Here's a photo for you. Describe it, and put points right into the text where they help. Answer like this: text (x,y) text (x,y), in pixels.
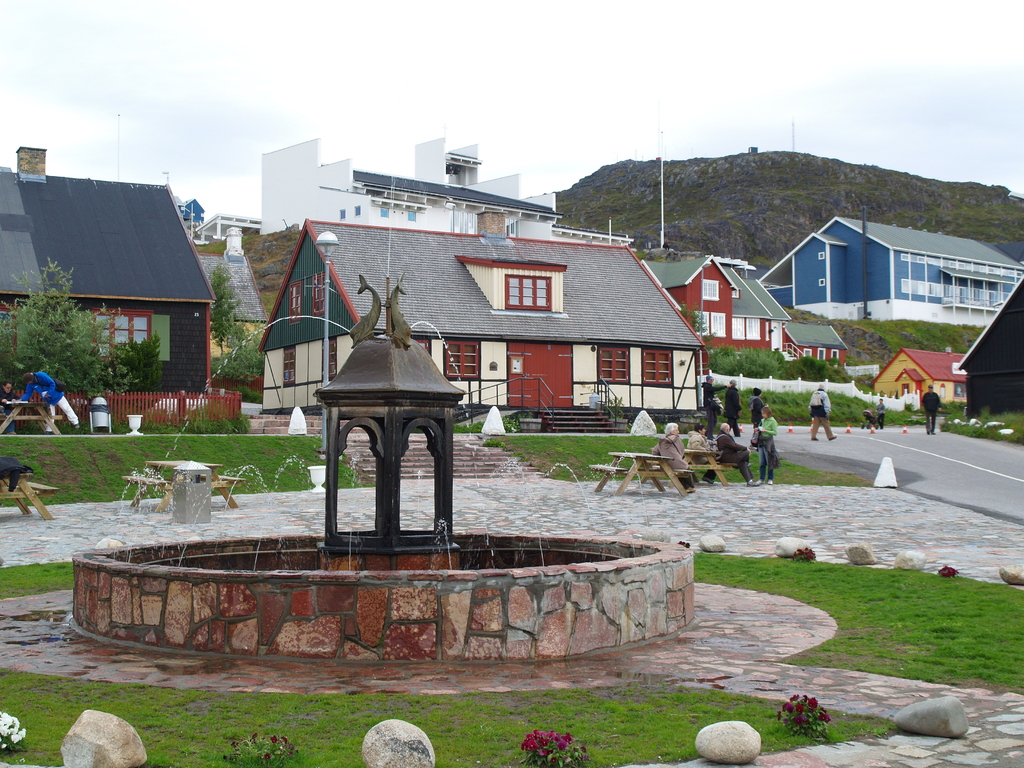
Here there are houses (646,331), where there are people (769,437) on the road (916,473), this is water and a sky (566,149).
